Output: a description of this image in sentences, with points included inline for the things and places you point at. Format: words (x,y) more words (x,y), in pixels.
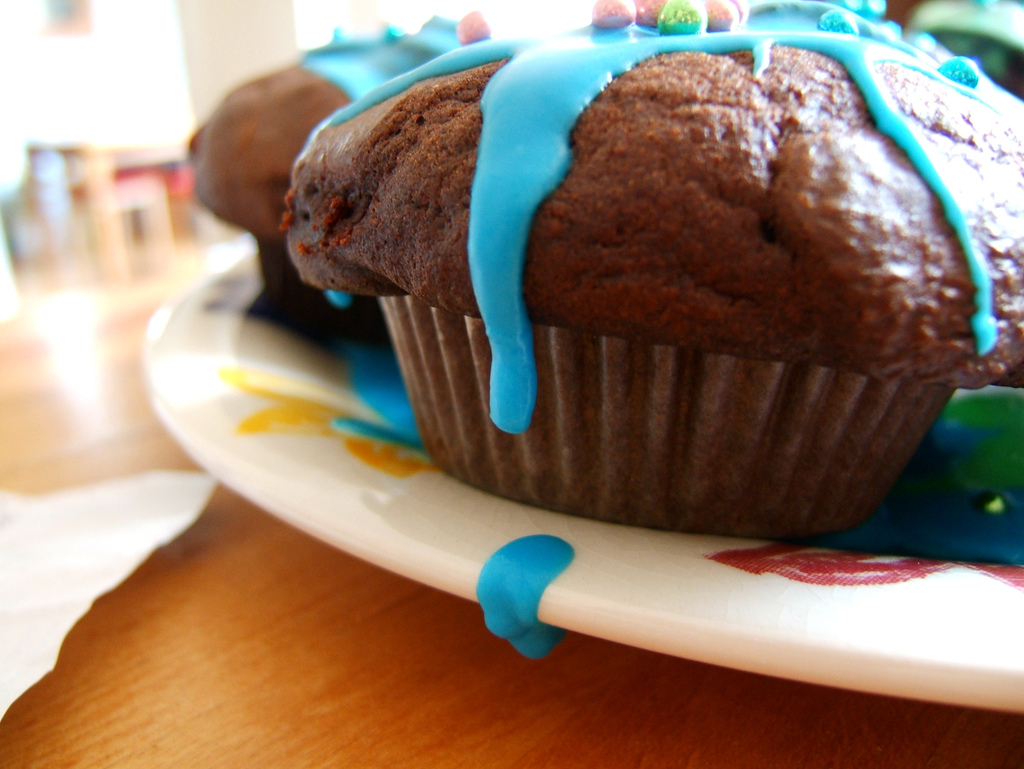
In this image we can see a plate (328,402) of cupcakes (614,355). We can also see a tissue (99,506) on the table (320,727) and the background (62,186) is blurred.
